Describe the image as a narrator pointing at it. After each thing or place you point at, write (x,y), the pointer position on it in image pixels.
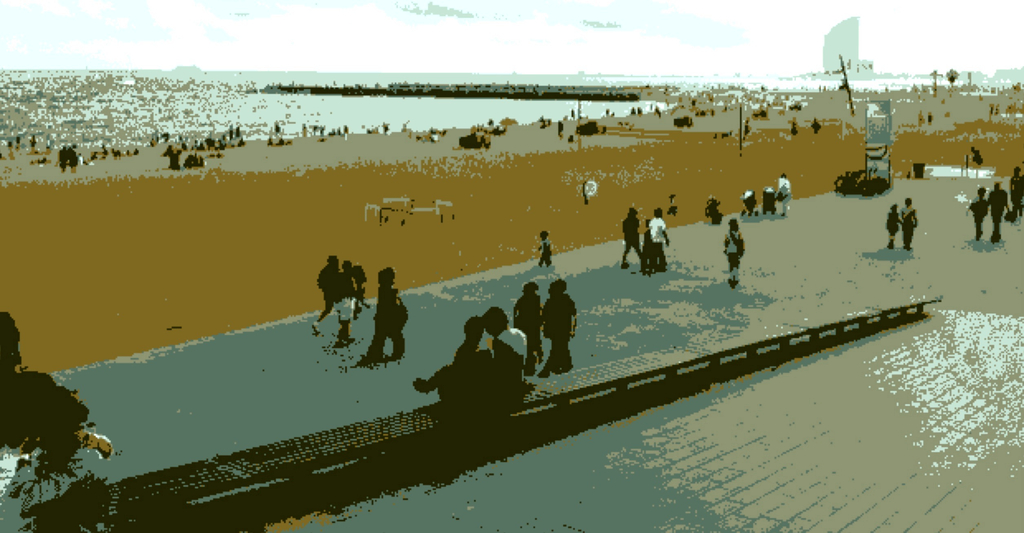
In this image we can see an animated picture of a group of persons (712,222) standing on the ground (262,403). In the background (865,85), we can see water (558,100), group of poles (848,86), building (834,53) and the sky (381,50).
